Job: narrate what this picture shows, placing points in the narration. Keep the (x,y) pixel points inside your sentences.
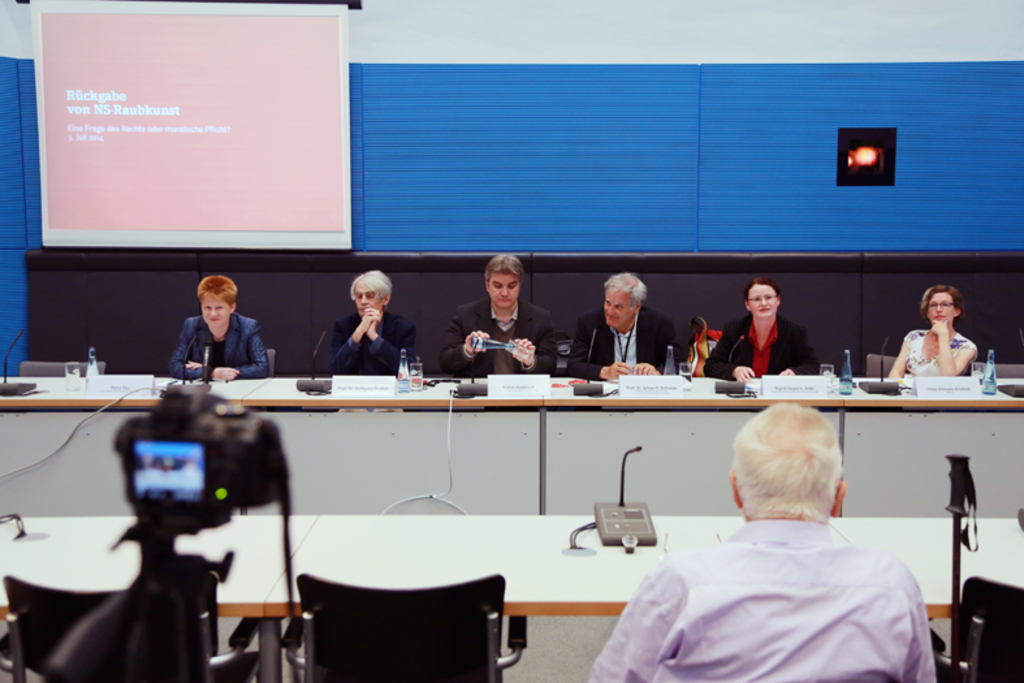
In this picture I can see a camera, there are group of people (549,364) sitting on the chairs (40,647), there are mikes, bottles (91,362), name plates (512,395), glasses (415,371) on the tables (441,405), and in the background (338,45) there is a projector screen (338,45) on the wall (455,110).
